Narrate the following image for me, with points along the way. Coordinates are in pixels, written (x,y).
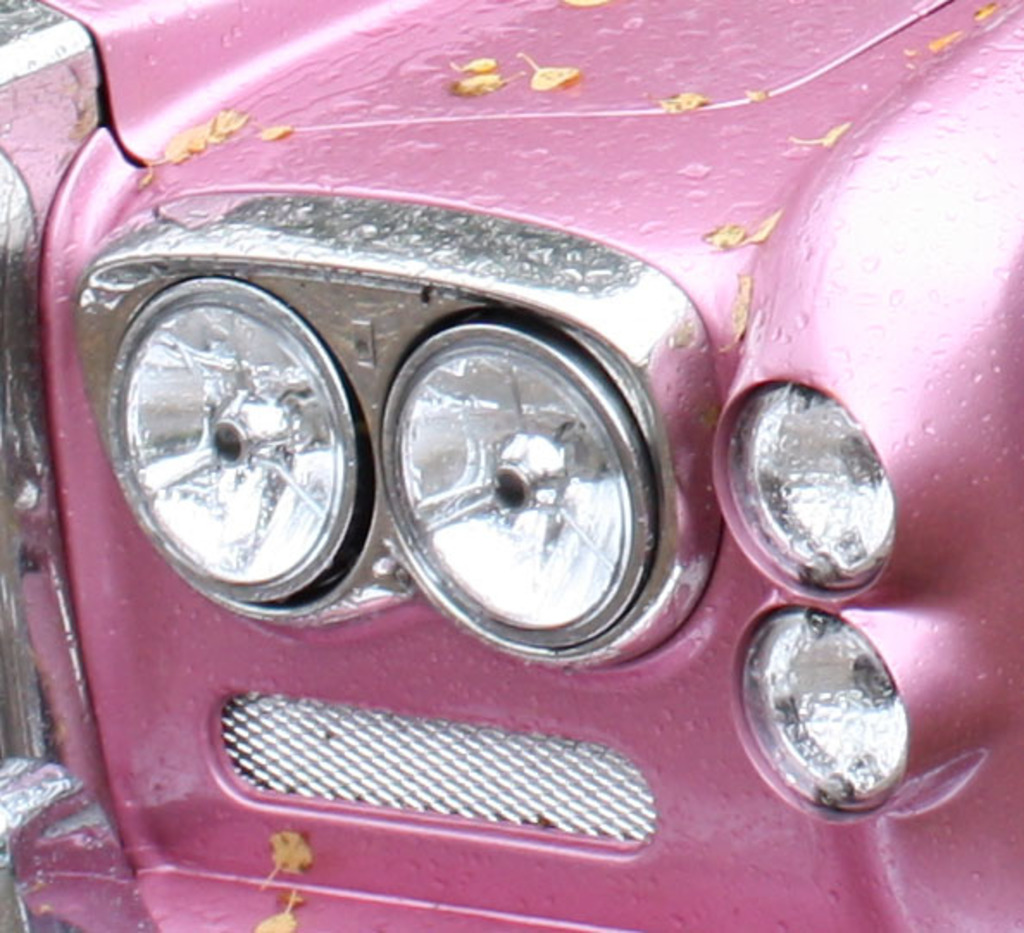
In the picture it is a zoom in part of a vehicle (465,440) and the vehicle (296,183) is in pink color.
